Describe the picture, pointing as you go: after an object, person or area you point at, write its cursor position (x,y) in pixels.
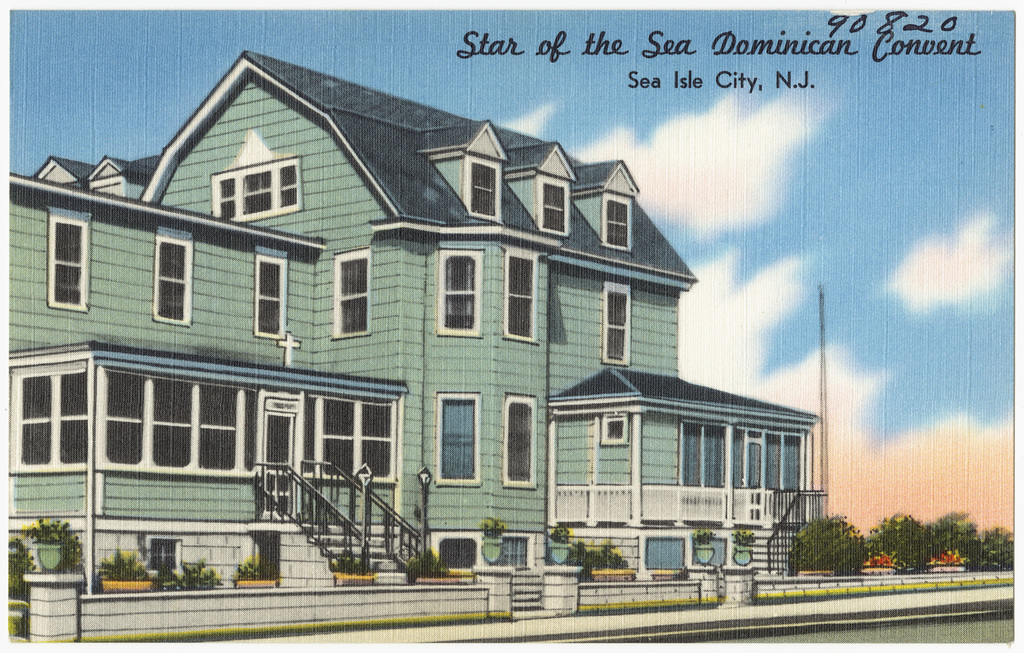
In this Image I can see the building (305,452) which is in green and grey color. I can see the railing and stairs (780,565) in-front of the building (197,549). There are many plants (801,557) can be seen. In the back (708,161) I can see the clouds (735,151) and the sky (626,103).
